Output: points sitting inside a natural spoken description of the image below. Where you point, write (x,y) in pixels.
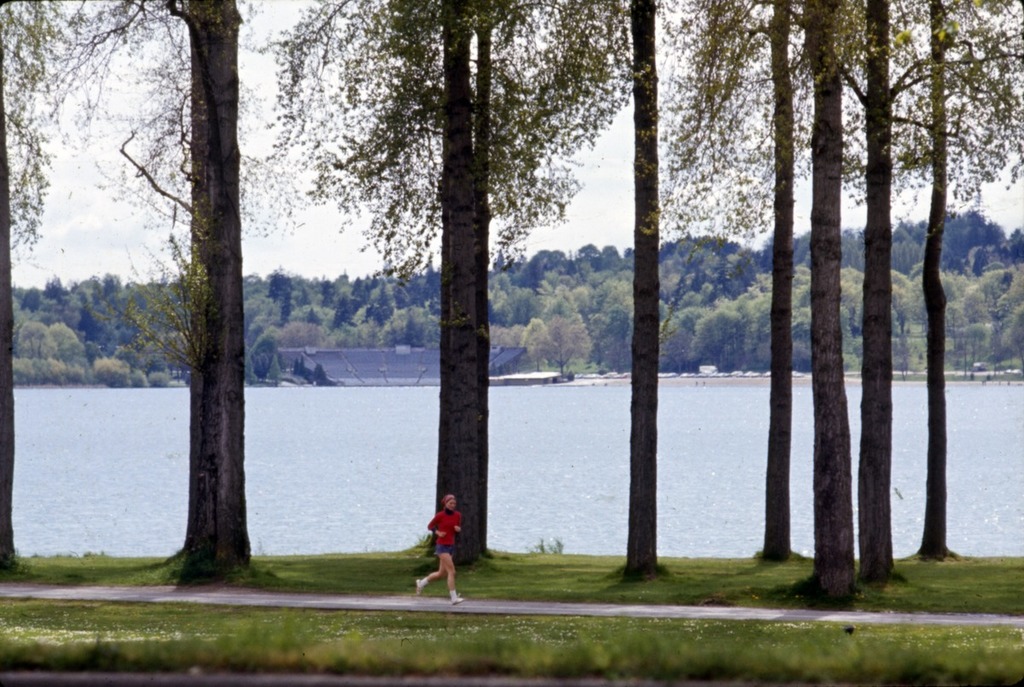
In the image there is a person (431,576) running on road (272,599) with grassland (908,650) either side of and trees (655,295) behind it, in the back (315,444) there is a lake (496,435) followed by many trees (597,324) in the background (1008,273) and above its sky (131,268).
